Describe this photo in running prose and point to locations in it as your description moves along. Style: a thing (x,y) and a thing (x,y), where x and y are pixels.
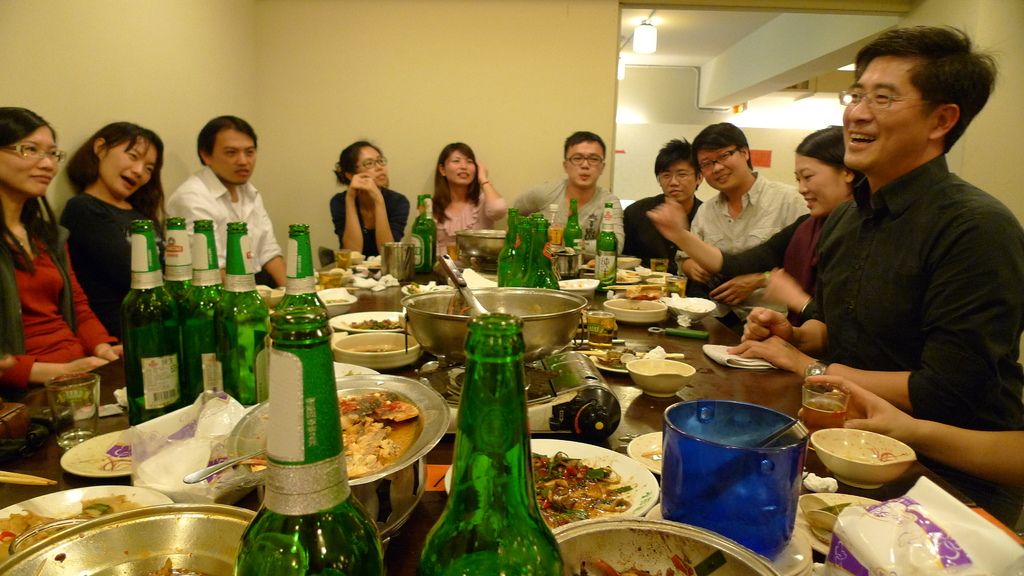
There are group of persons (769,232) sitting around the table (558,277) which has some eatables (526,305) and drink bottles (431,253) on it.
